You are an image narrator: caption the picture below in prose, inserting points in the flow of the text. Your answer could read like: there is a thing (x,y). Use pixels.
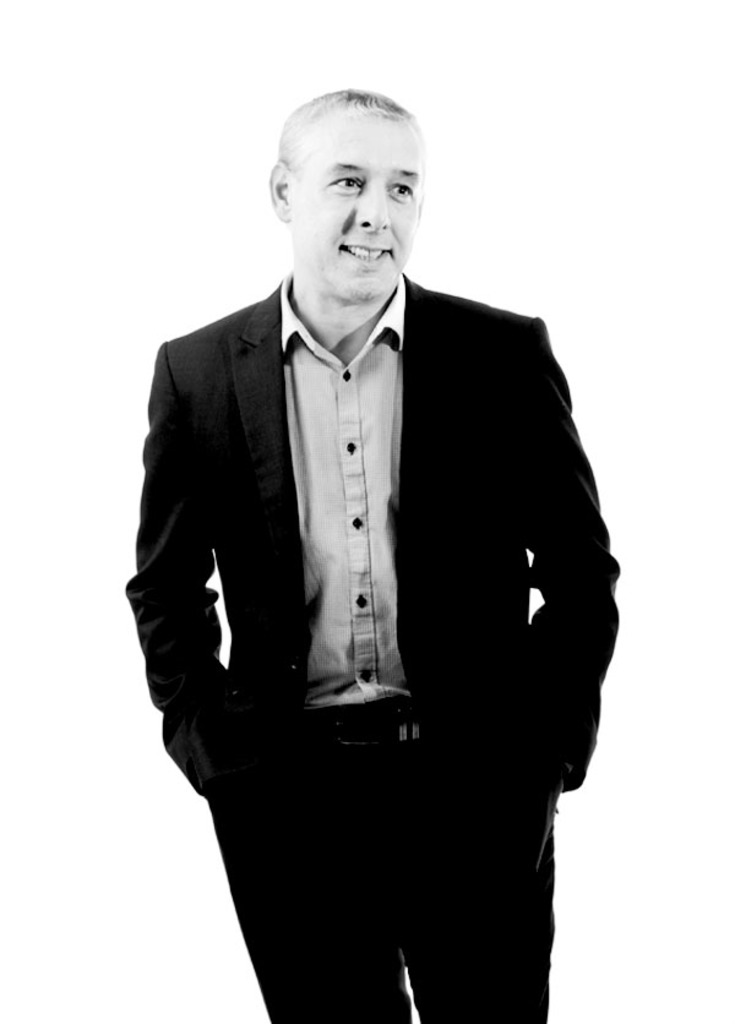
In this image we can see a man (417,682). He is wearing a suit (477,630). The background (671,600) is white in color.
